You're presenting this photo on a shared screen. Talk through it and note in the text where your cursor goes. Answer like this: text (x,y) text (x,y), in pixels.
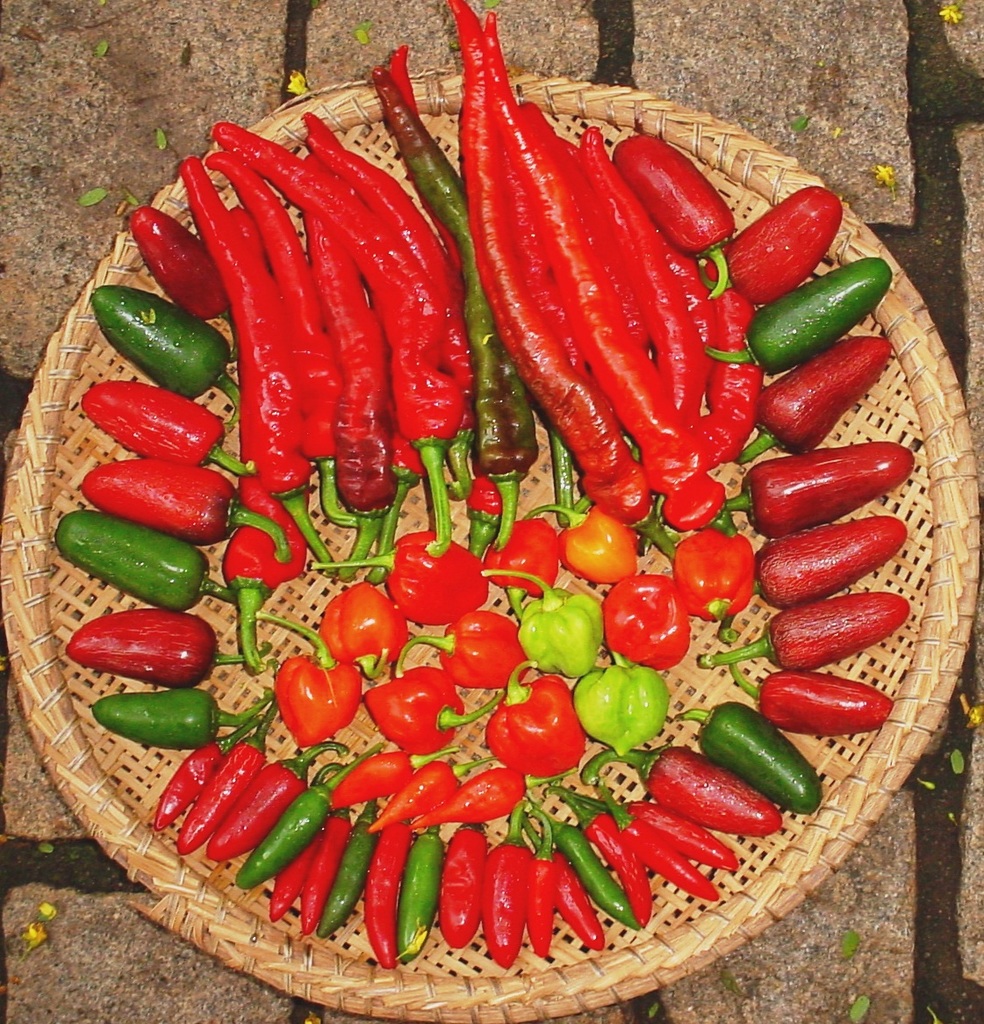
This is the wooden plate (853,826), which is placed on the ground (762,80). This plate (557,919) contains red and green chilies (280,353), habanero peppers (561,635), jalapeno (769,756) on the plate (371,684).
